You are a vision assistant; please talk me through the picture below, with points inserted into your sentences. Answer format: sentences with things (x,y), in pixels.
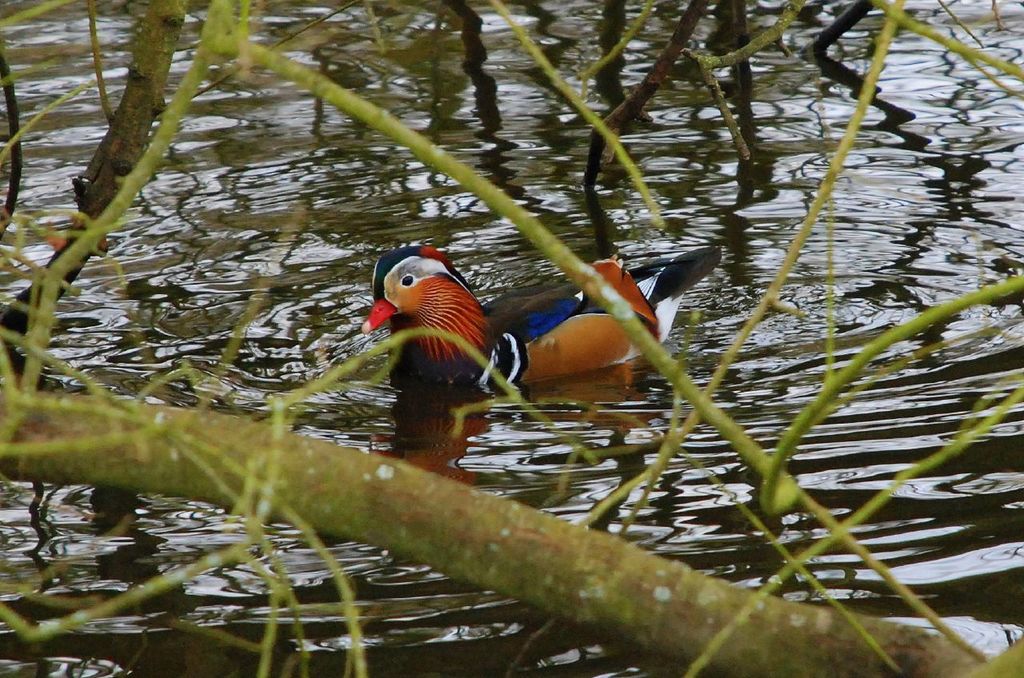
In this picture there is a bird (566,346) on the water (550,390) and the bird (562,352) is in multicolor. In the foreground (863,645) there is a tree (720,626). At the bottom (865,521) there is water (266,373).
